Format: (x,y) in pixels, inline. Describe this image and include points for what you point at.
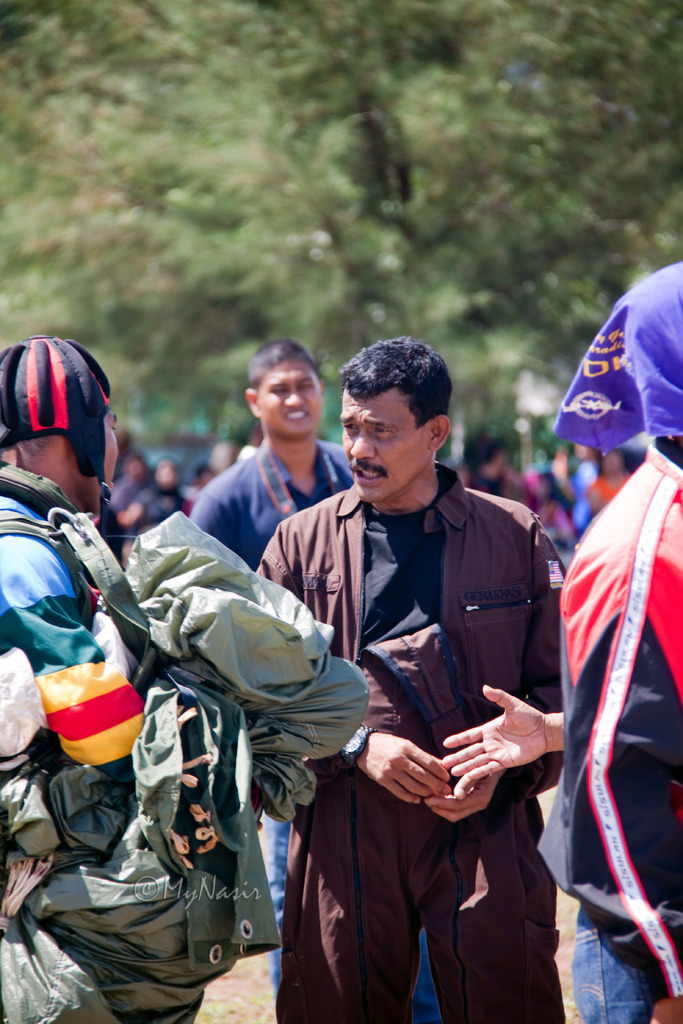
In this image we can see some persons (426,779), helmet (12,371) and other objects (322,749). In the background of the image (340,486) there are some persons (304,471), trees (236,417) and other objects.
